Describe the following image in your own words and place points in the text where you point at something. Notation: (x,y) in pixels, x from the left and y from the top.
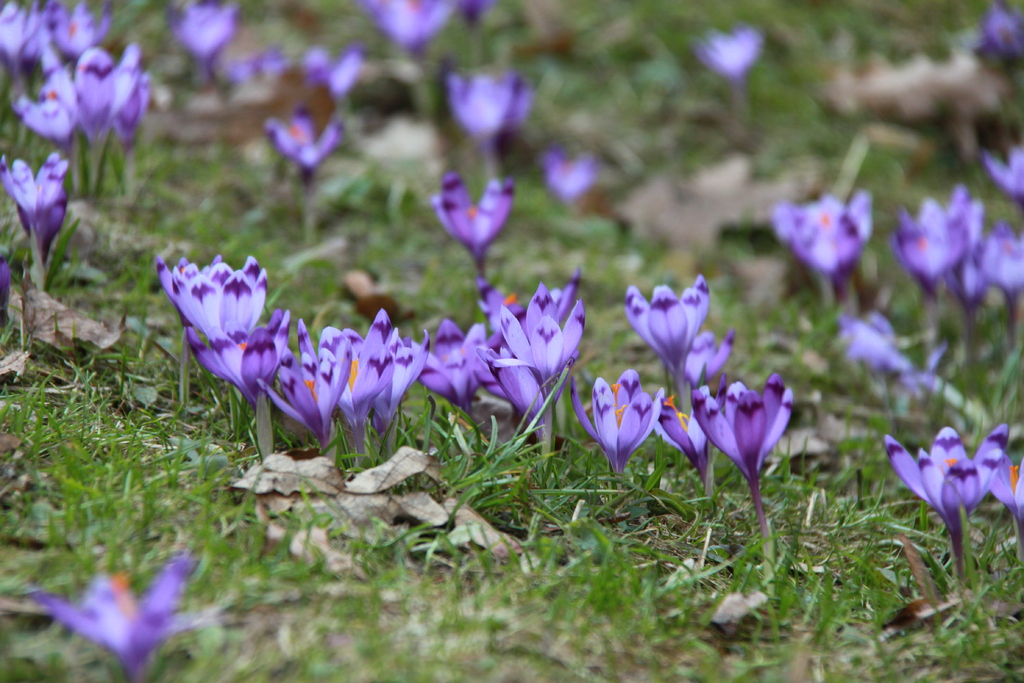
In this image there are few plants (499,321) having flowers (544,365). Flowers (523,376) are in violet color. Background (728,305) there is grassland (658,451).
